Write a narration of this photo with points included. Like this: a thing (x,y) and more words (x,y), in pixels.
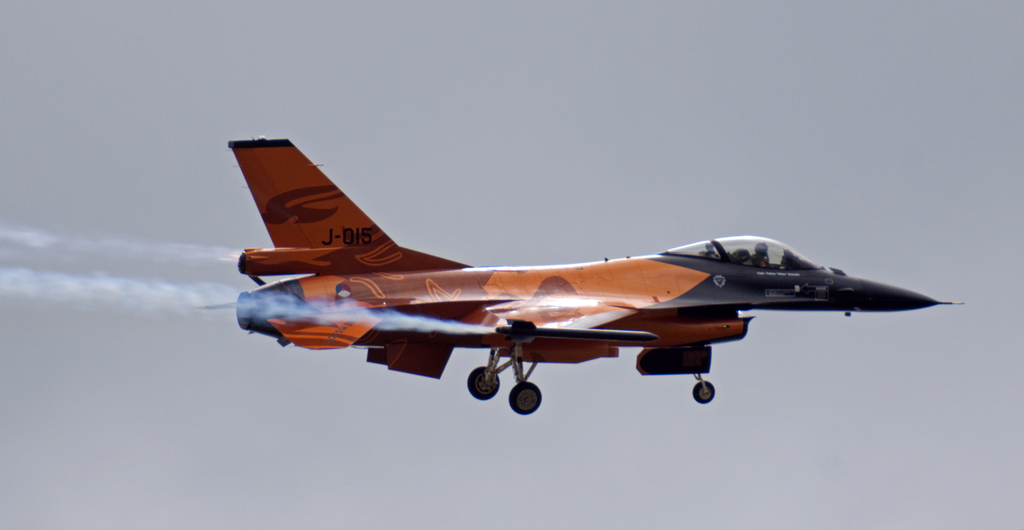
In this image we can see an airplane (483,304) is flying and in the background (641,155), we can see the sky (316,356).
